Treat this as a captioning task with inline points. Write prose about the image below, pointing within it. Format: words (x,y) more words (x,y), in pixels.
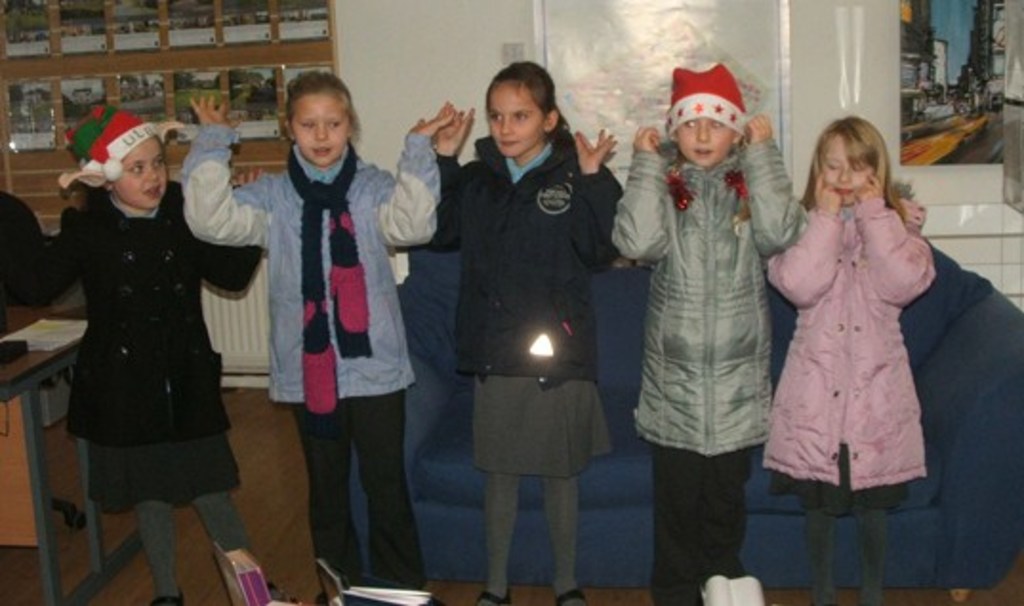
In this image we can see a few people (581,221) standing, behind them we can see a sofa (629,306) and a table (56,358) with some objects (64,336) on it, there are some books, in the background (75,29) we can see some posters (914,62) with images (927,58).
